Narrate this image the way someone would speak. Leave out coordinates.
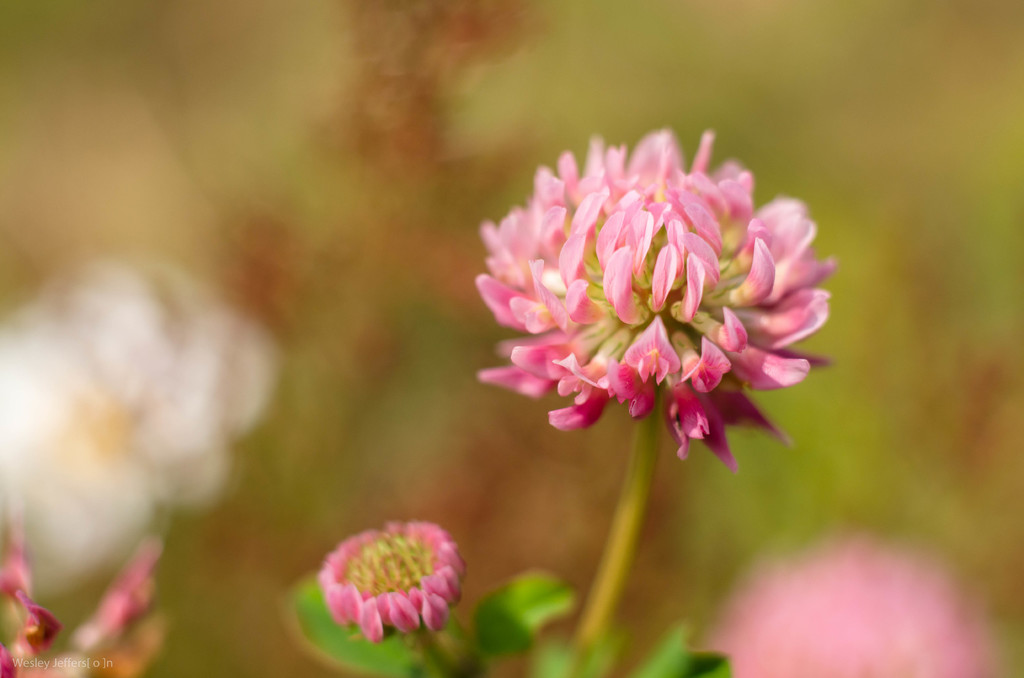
This is a macro photography of a flower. I can see some text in the bottom left corner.
